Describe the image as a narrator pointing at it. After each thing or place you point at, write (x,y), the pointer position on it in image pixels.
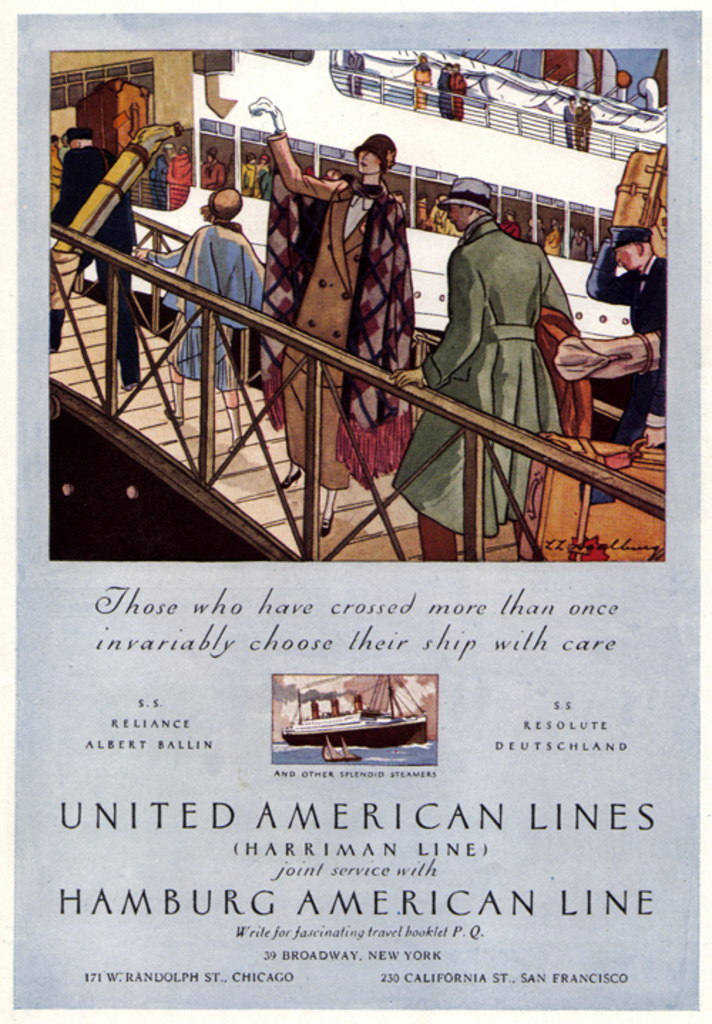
This is an edited an animated image in which there are some texts (291,621) written on the image and there are persons (351,277) and there is a ship (480,162) which is white in colour with the persons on it.
